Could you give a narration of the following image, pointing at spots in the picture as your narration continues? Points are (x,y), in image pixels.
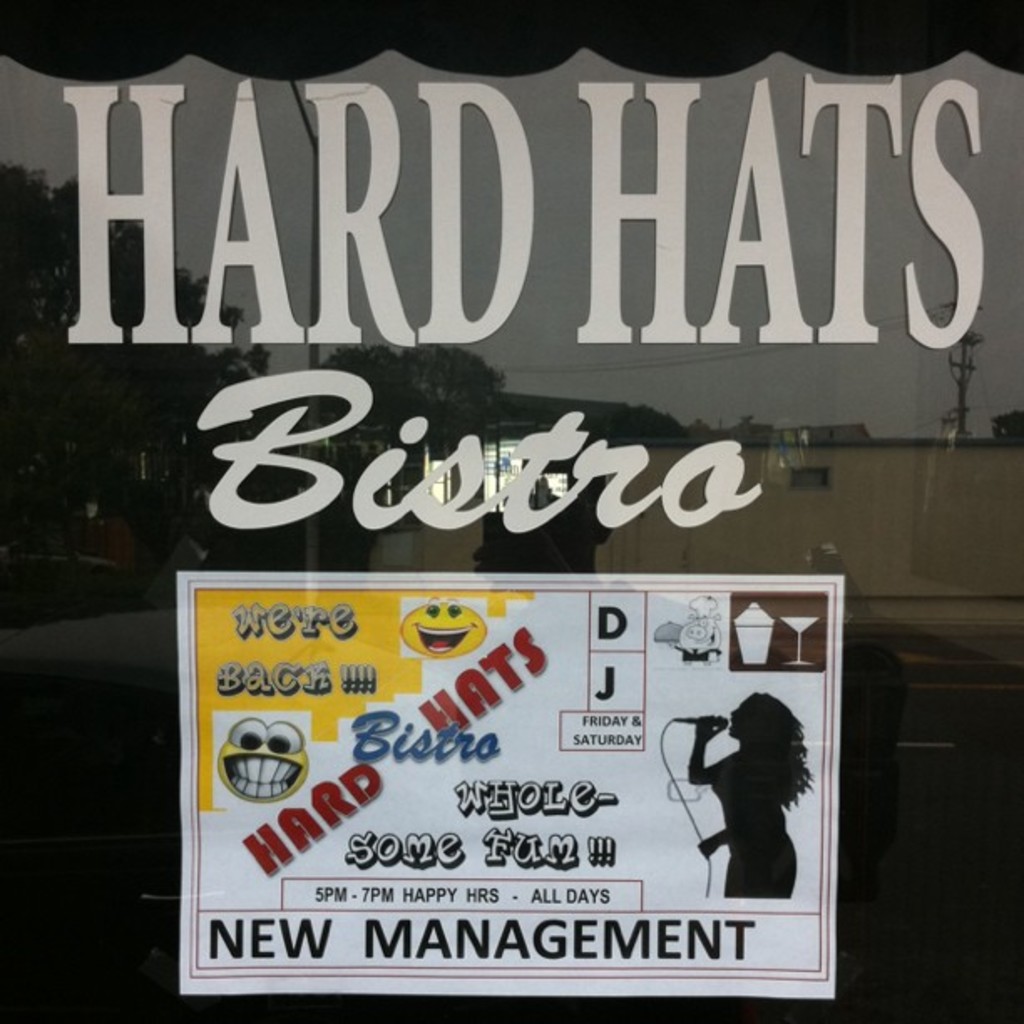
In this image there is a glass (148,802) and we can see a poster (386,777) pasted on the glass (912,737) and there is text (529,472).
